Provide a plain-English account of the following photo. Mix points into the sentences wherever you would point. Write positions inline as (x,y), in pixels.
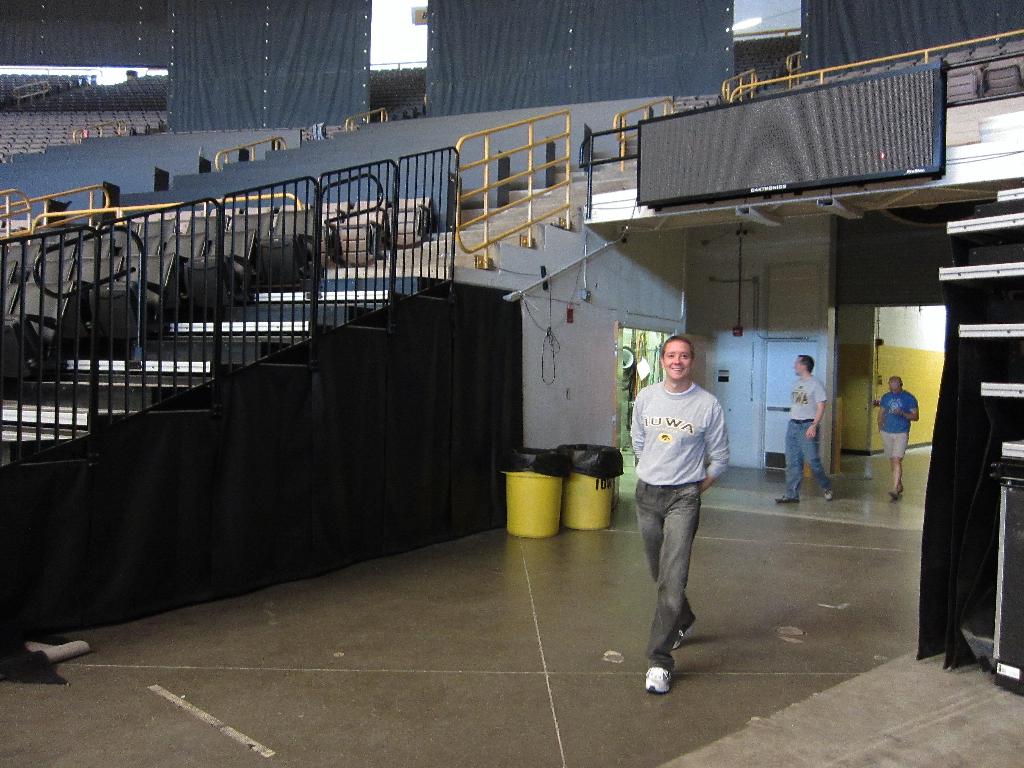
In this image I can see it looks like a stadium (707,524) and persons (650,449) walking on the floor (710,541). And there are stairs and a fence (453,223). And there is a screen (929,153). And at the back (182,61) there are chairs (163,81) and a cloth (582,62) to the wall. And there is a dustbin (526,503) with cover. And there are racks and it looks like a table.
